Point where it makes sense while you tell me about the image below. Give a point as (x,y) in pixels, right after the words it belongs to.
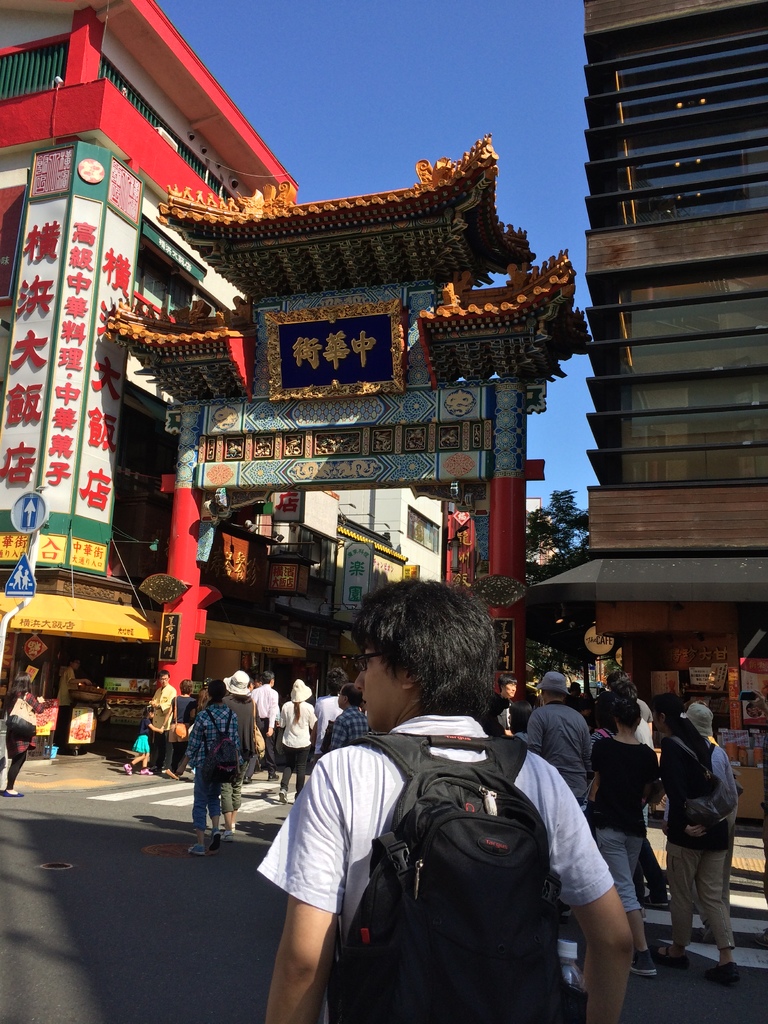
A man (561,823) is carrying a bag (480,855) on his shoulder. In the background (128,768) there are few persons (296,770) walking on the road (44,816), buildings (127,398), arch (281,448), hoardings (97,365), lights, sign board poles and sky (262,15).
